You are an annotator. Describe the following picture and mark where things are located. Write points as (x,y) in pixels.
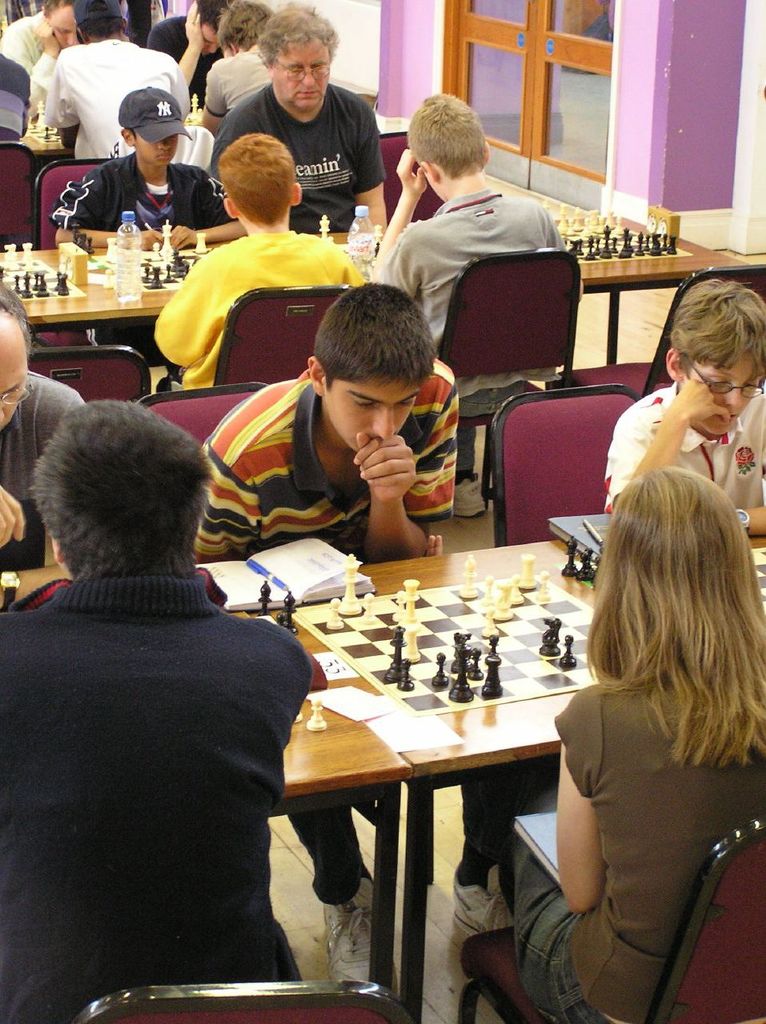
In this picture we can see some sitting on the chairs (522,434). This is table (445,763). On the table (368,689) there are chess boards (334,639), bottles (138,258), and book (358,572). And this is floor (444,919).
